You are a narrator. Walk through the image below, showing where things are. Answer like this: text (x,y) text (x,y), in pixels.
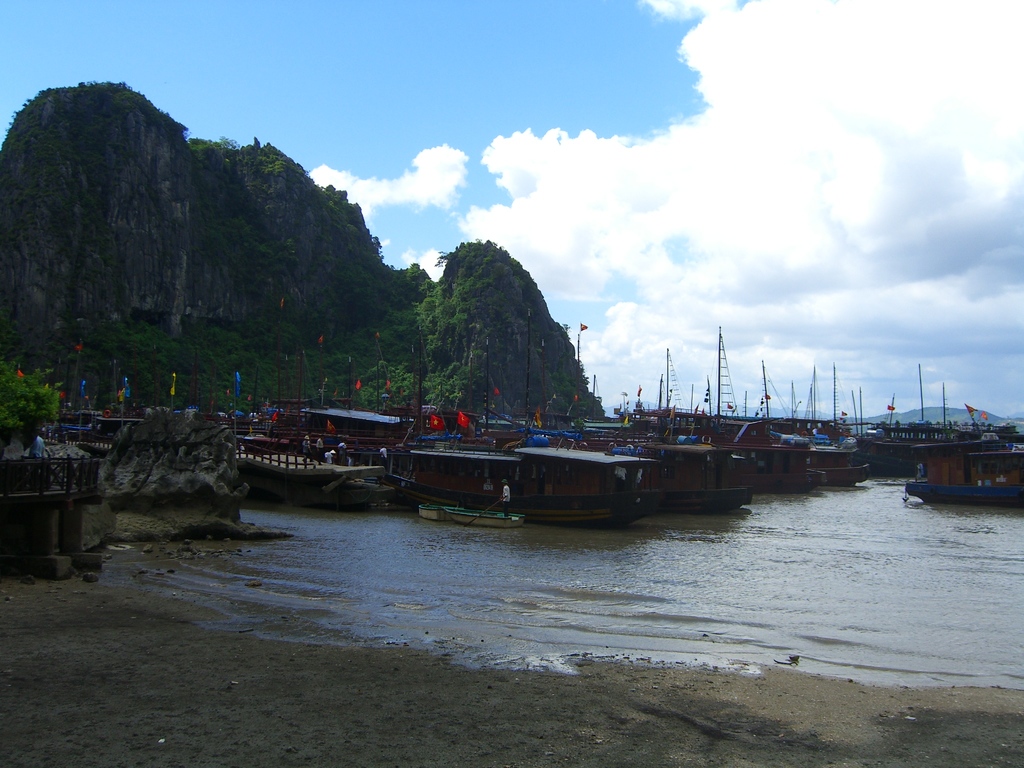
In this image I see the sand (273,693) and I see the water (561,576) on which there are number of boats (595,430) and I see number of flags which are colorful. In the background (28,292) I see the rocky mountains (250,266) and the clear sky (461,165) and I see that it is a bit cloudy over here.
